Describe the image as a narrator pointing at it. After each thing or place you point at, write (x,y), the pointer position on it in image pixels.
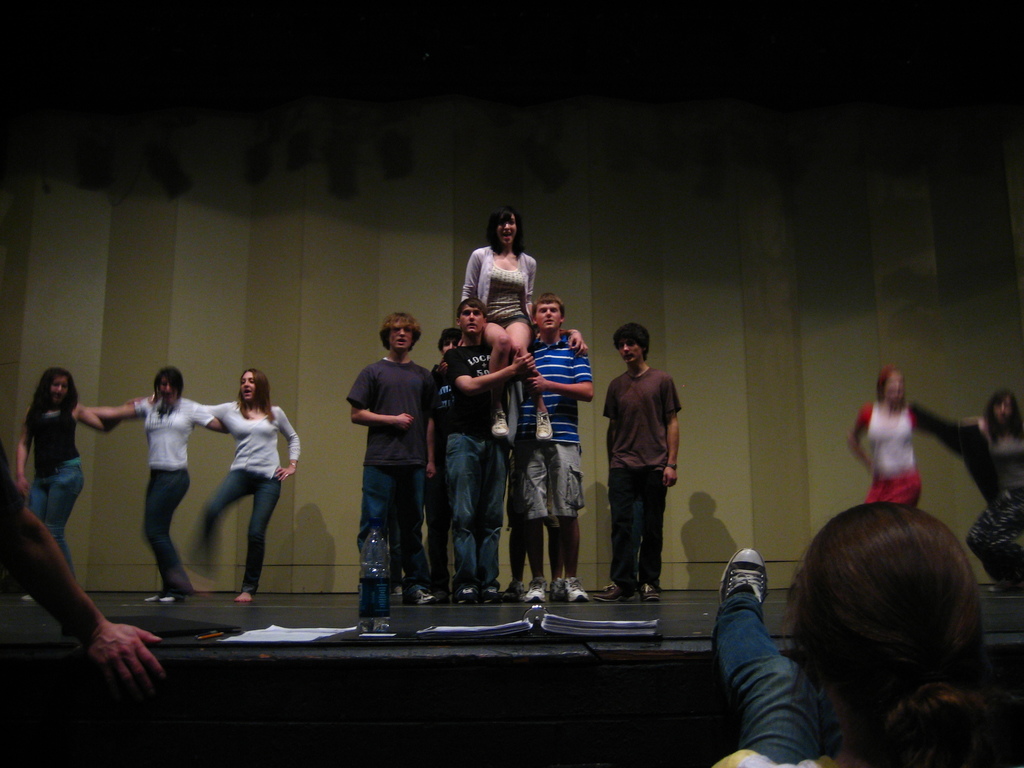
In this picture we can see some people (520,398) are standing and some people (162,436) are dancing on the stage (409,612), we can see two persons (873,675) in the front (916,703), there are some papers (489,629) and a bottle (374,583) on the stage (395,595).
